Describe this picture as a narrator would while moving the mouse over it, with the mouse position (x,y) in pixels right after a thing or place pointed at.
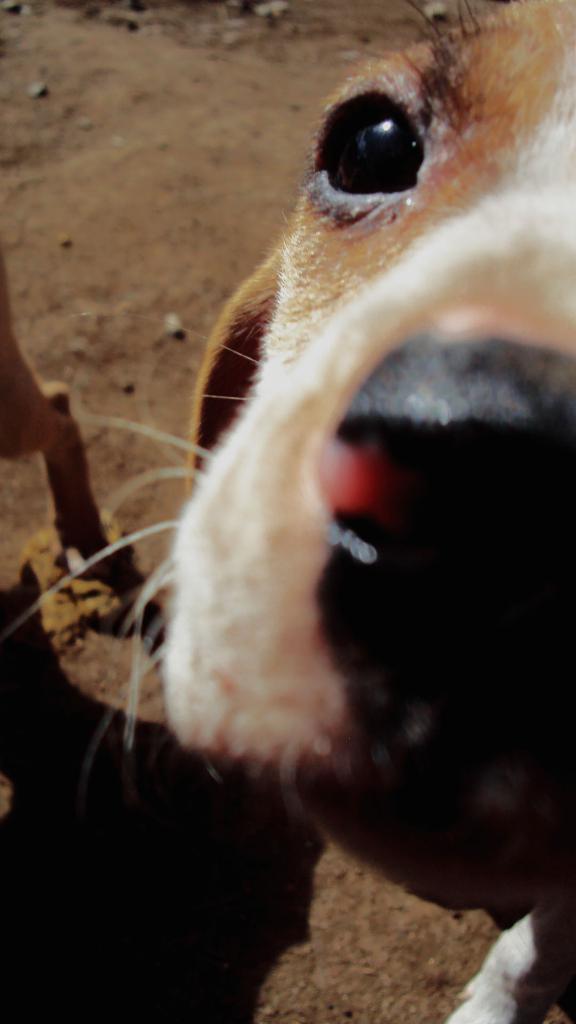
In this image we can see there is a dog (373,444), beside this dog (357,439) there is another dog (50,411) on the surface of the sand (116,643).
